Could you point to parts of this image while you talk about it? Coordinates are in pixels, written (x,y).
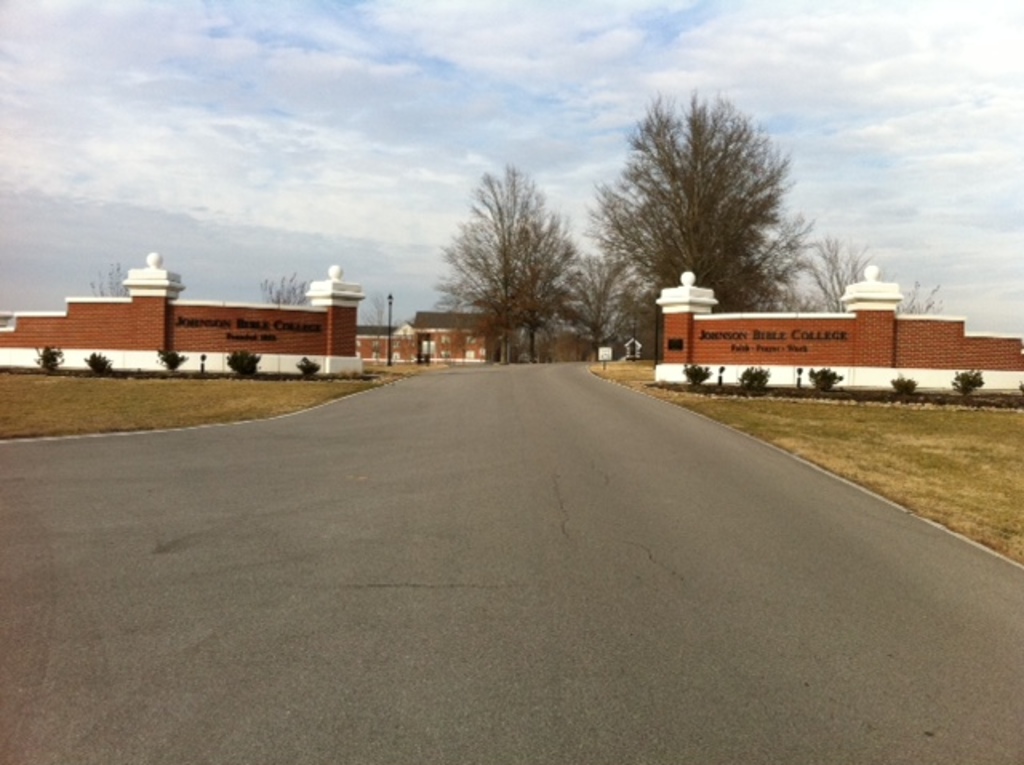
In this image there is a road (509,492), on either side of the road (654,487) there is a land (126,374), in the background (142,345) there is a wall (826,357) and an entrance (691,283), trees (648,273) and the sky (992,70).
